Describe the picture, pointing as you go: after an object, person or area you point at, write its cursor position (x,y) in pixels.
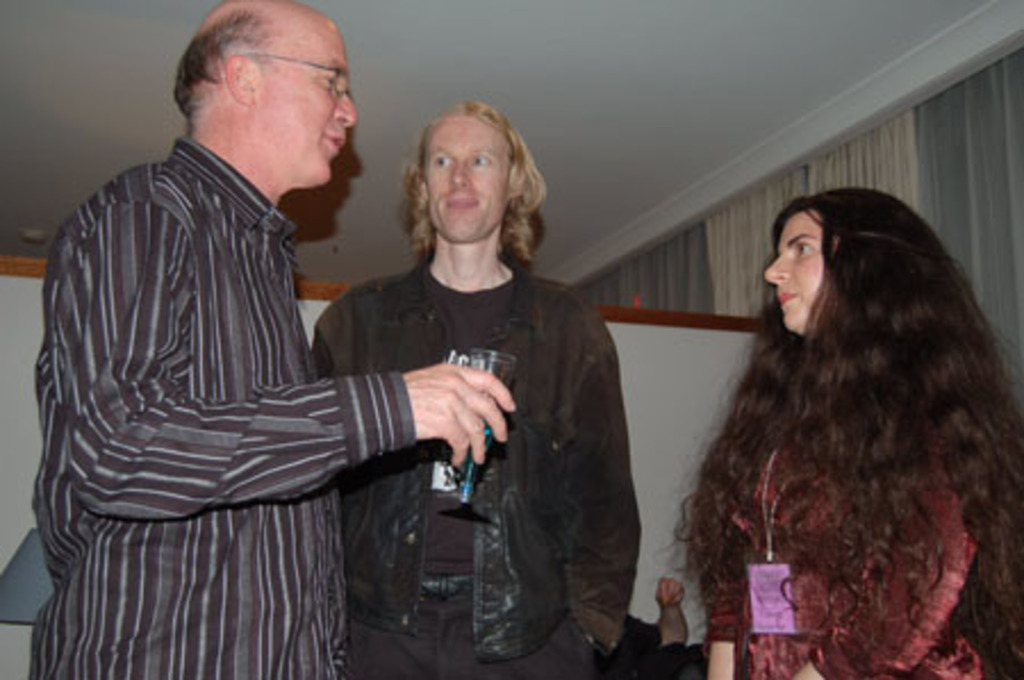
There are two men (420,340) and the woman (819,417) standing. They were talking to each other. In the background (25,594), that looks like a lamp shade (27,581). I can see a person's hand (667,606). These are the curtains (745,258) hanging to the hanger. Here is the roof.
